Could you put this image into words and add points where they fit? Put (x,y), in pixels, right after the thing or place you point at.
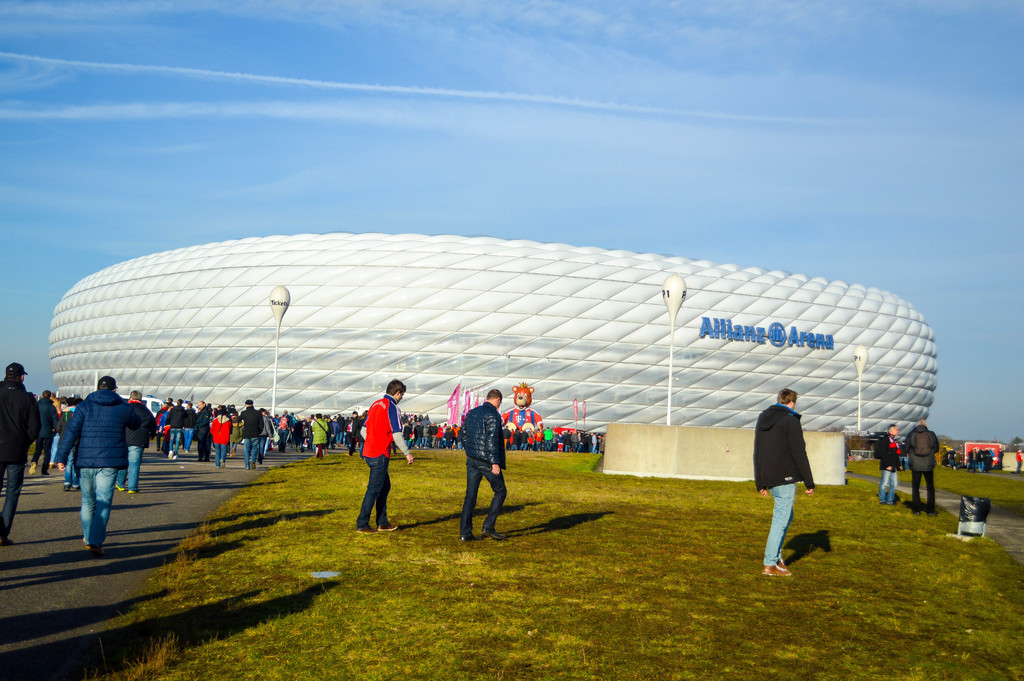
In front of the image there are people (796,446) standing on the grass (758,514). There is a concrete structure (708,443). On the left side of the image (22,388) there are a few people (227,412) walking on the road (167,461). In the background of the image (615,358) there is a building (542,330) with some letters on it. There are lamp posts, flags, trees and a few other objects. At the top of the image (557,170) there are clouds (675,108) in the sky (422,112).
